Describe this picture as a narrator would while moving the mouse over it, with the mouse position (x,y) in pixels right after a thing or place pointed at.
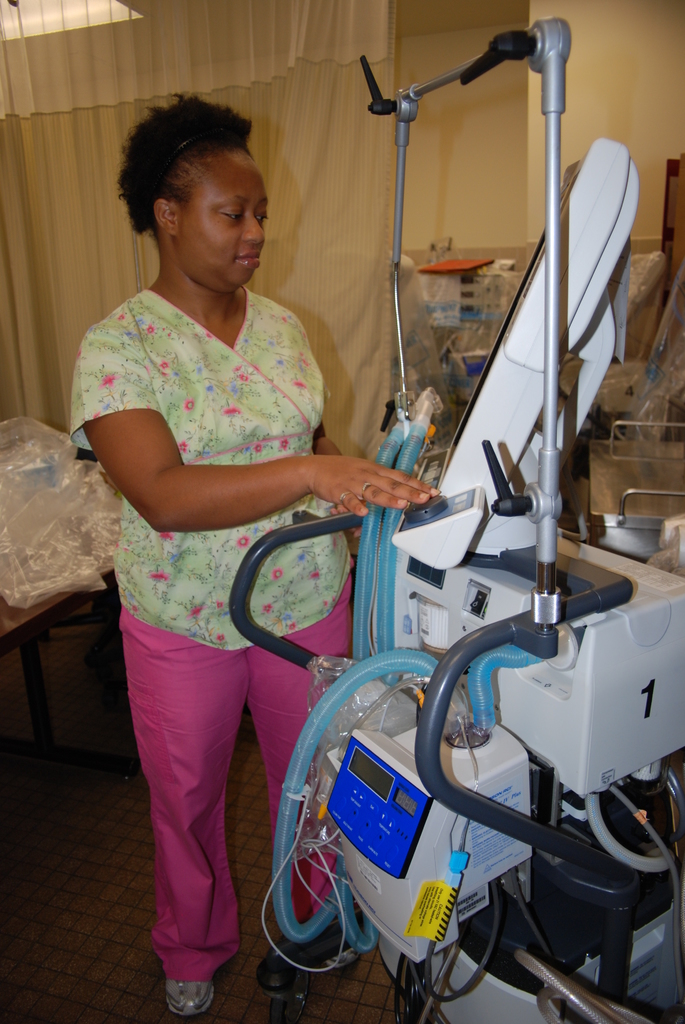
In this image I can see a women (173,952) is standing, I can see she is wearing green colour top (223,636) and pink colour pant (227,764). On the right side of this image (477,496) I can see a machine (440,690) and in the background (31,65) I can see a curtain (109,98).
